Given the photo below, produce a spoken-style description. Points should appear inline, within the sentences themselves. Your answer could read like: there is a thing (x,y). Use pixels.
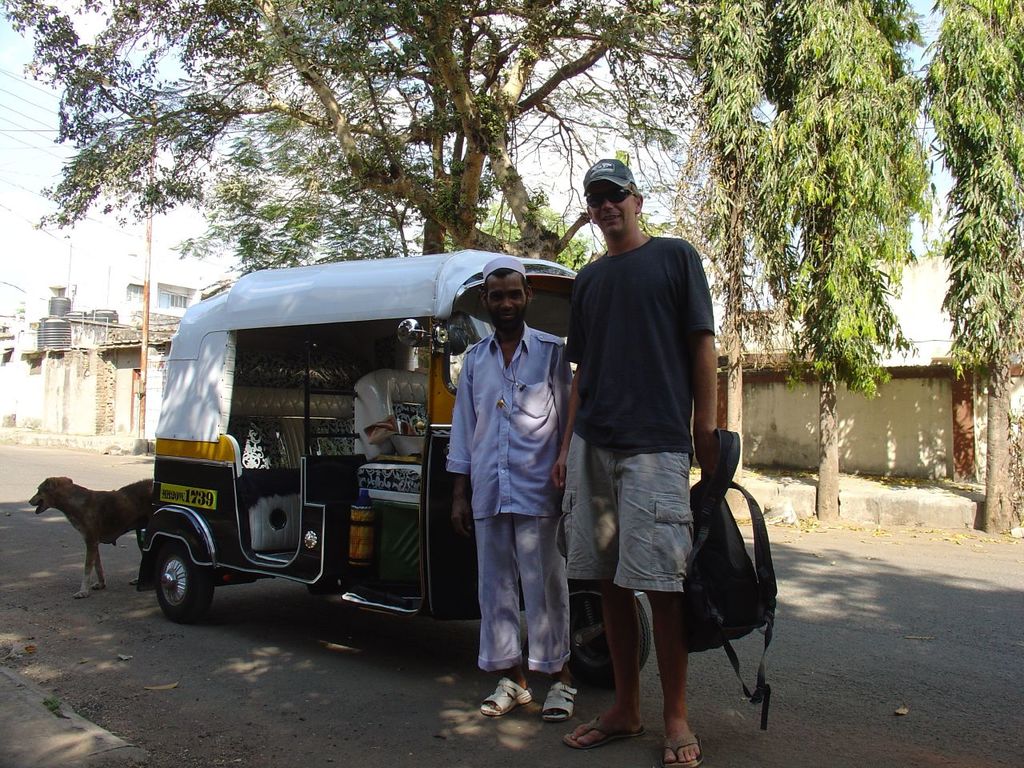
In this image there is a auto (421,508). Beside the auto (339,407) two people (516,485) were standing and behind the auto (170,460) there is a dog (93,518). At the backside of the image (103,386) there are buildings (89,360) and on top of the building (23,334) there are water tanks (64,313). We can see trees (714,201) at the backside of the image (837,343).
